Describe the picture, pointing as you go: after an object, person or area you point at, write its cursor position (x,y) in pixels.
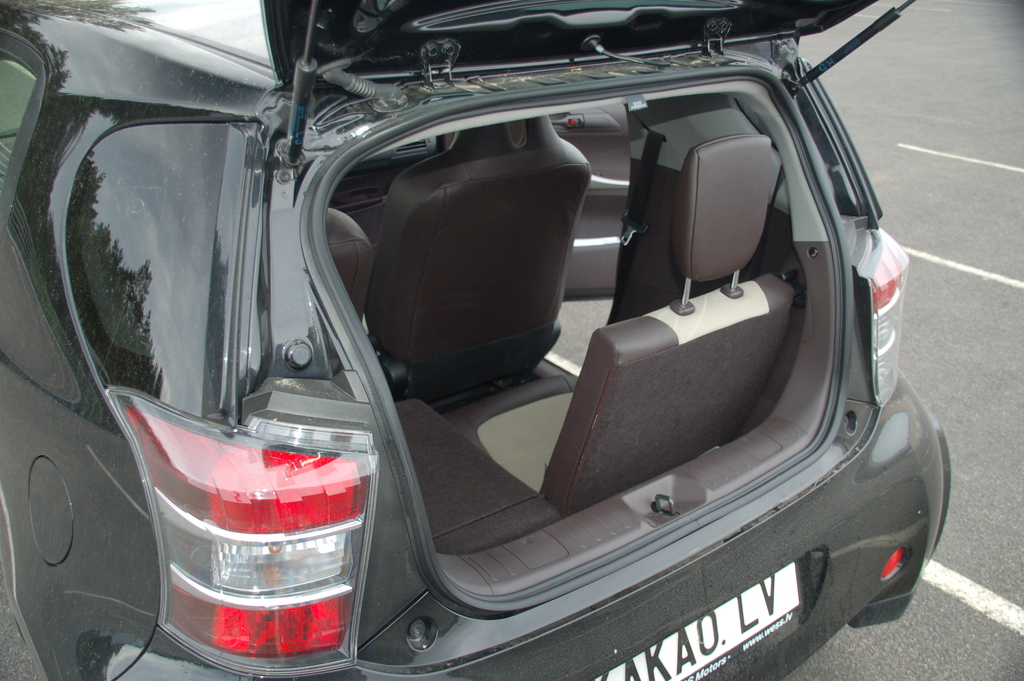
This image is taken outdoors. On the right side of the image (873,120) there is a road (960,541). On the left side of the image (198,257) a car (540,335) is parked on the road (892,658). The car (837,589) black in color.
